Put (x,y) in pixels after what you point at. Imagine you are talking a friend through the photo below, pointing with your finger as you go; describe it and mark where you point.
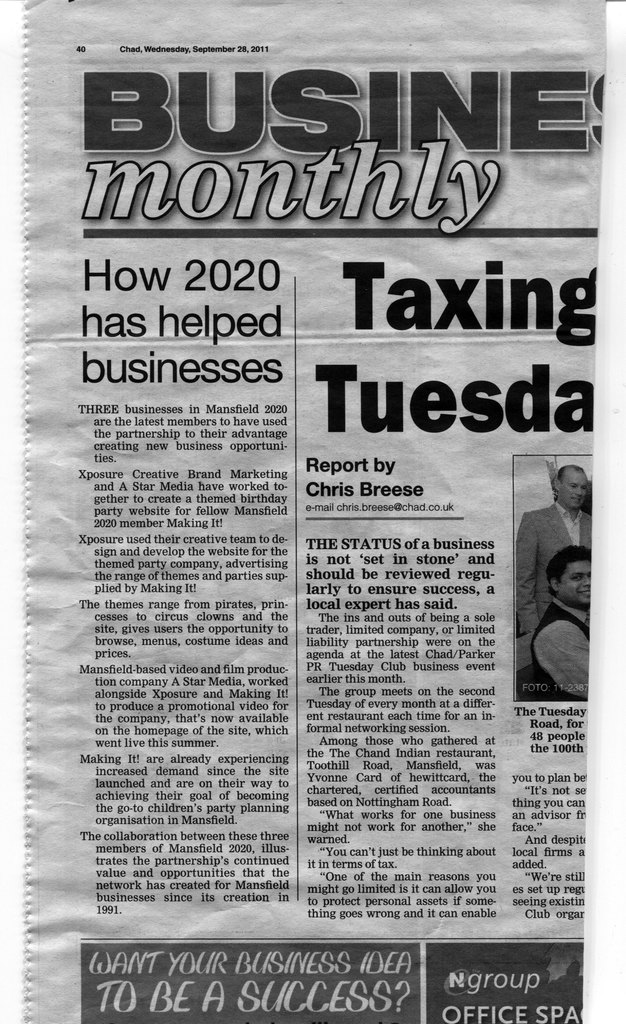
In this picture we can see an article (501,54). We can see depictions (557,617) of people (562,606) and some information (417,671).
